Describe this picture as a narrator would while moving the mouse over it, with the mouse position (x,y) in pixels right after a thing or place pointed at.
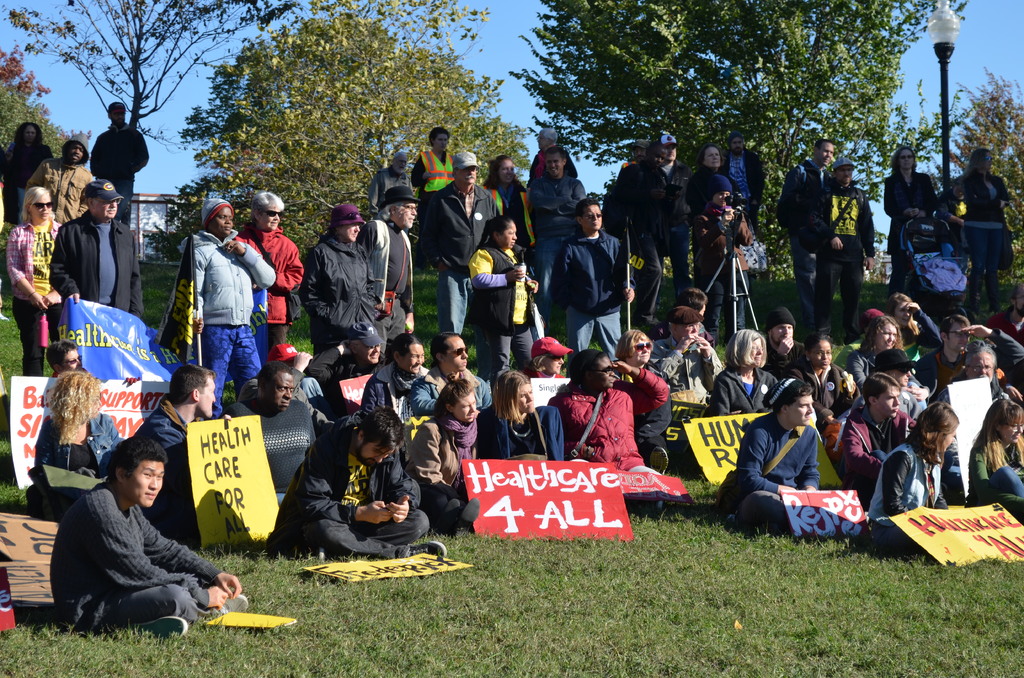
In this image I can see group of people (113,290), some are sitting and some are standing and I can see few boards (799,514) and banners (139,334). In the background (943,28) I can see the light pole (943,28), few trees (559,32) in green color and the sky (498,58) is in blue color.
